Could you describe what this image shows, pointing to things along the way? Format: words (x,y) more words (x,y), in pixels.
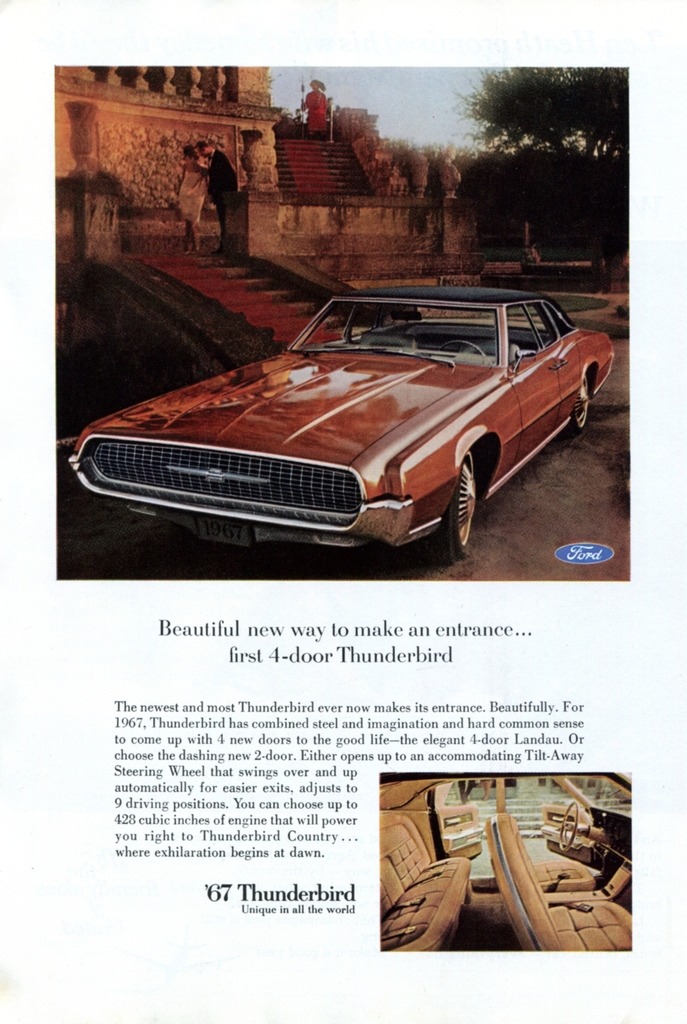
In this picture I can see a poster (509,652), where there is a photo (545,472) of a car (507,413), building (436,275), people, trees (473,159), sky (405,67), and another photo (611,854) of an inside image (417,855) of a car (500,796), and there are numbers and words (314,705) in the poster (331,579).
